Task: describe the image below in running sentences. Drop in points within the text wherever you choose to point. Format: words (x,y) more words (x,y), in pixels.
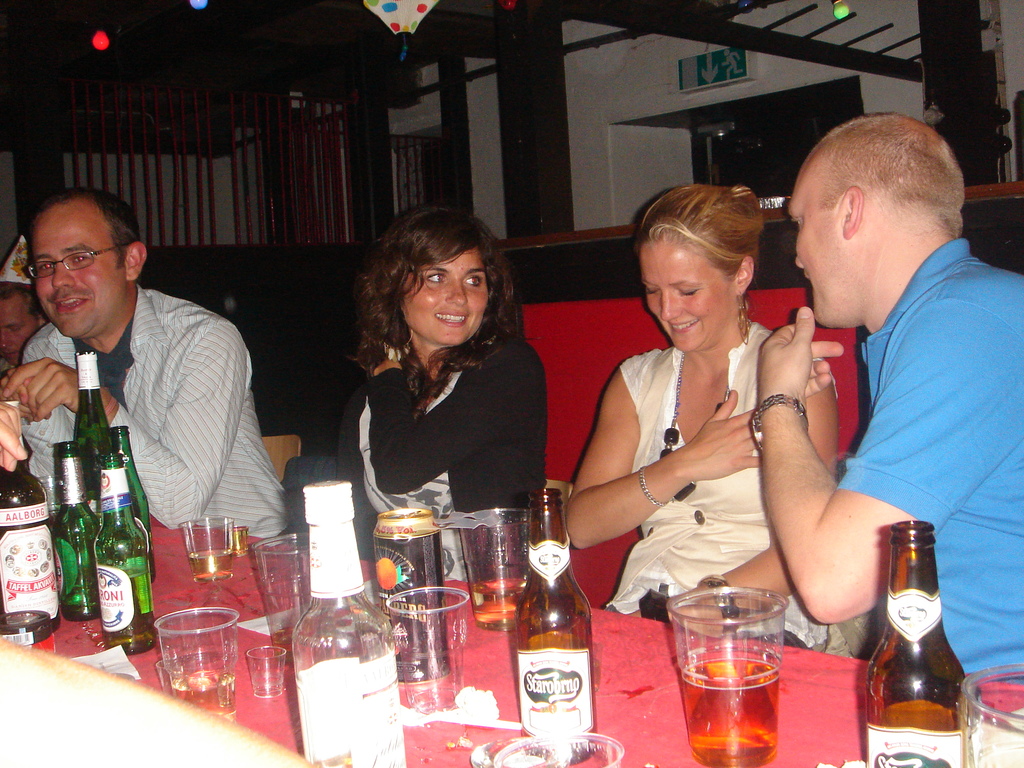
In the image there is a table (464,672), on the table (159,540) there are glasses (179,696) with some drinks (195,691), bottles (322,724), are kept and in front of the table (172,547) there are a group of people (465,433) sitting and they are talking to each other, in the background (581,85) there is a wall (718,92) and under the wall (657,69) there is an exit door (738,119).
